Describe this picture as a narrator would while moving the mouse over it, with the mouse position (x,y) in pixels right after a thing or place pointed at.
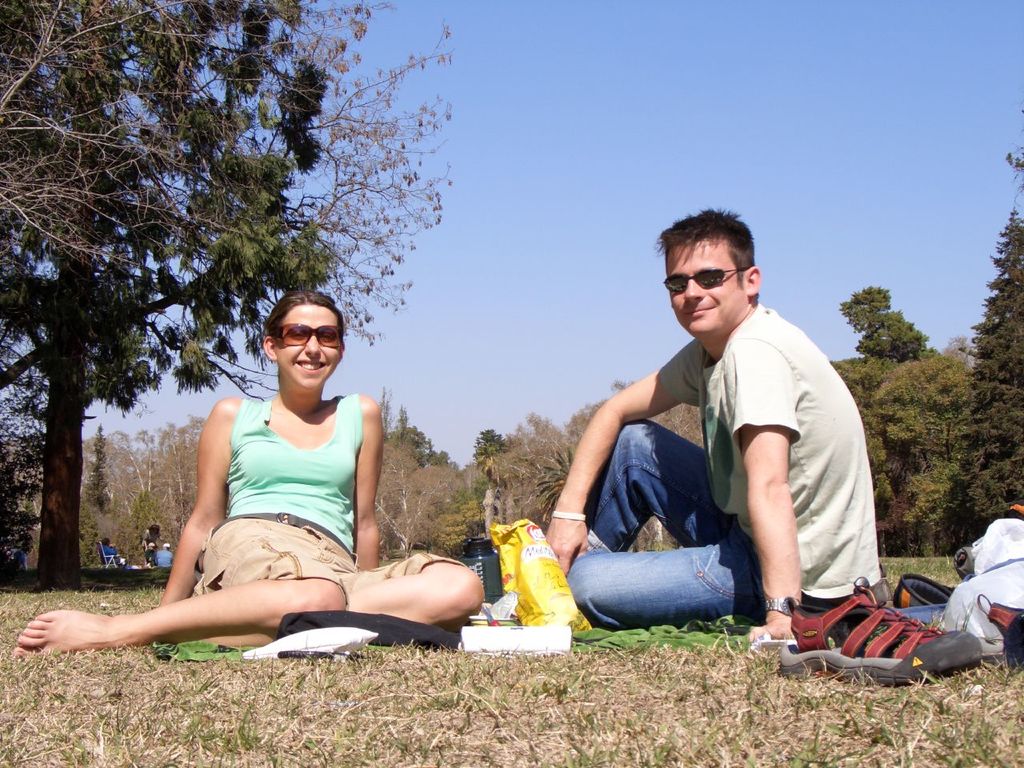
In this image we can see two people (671,470) sitting and posing for a photo and there are some objects (334,613) like bottle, food items (541,608) and some things (642,628) and on the right side (995,574) we can see a shoe (967,638) and some objects (941,603) on the ground (895,704). In the background (860,306), we can see some trees (182,456) and some people (157,558) and at the top (533,128) we can see the sky (515,249).
